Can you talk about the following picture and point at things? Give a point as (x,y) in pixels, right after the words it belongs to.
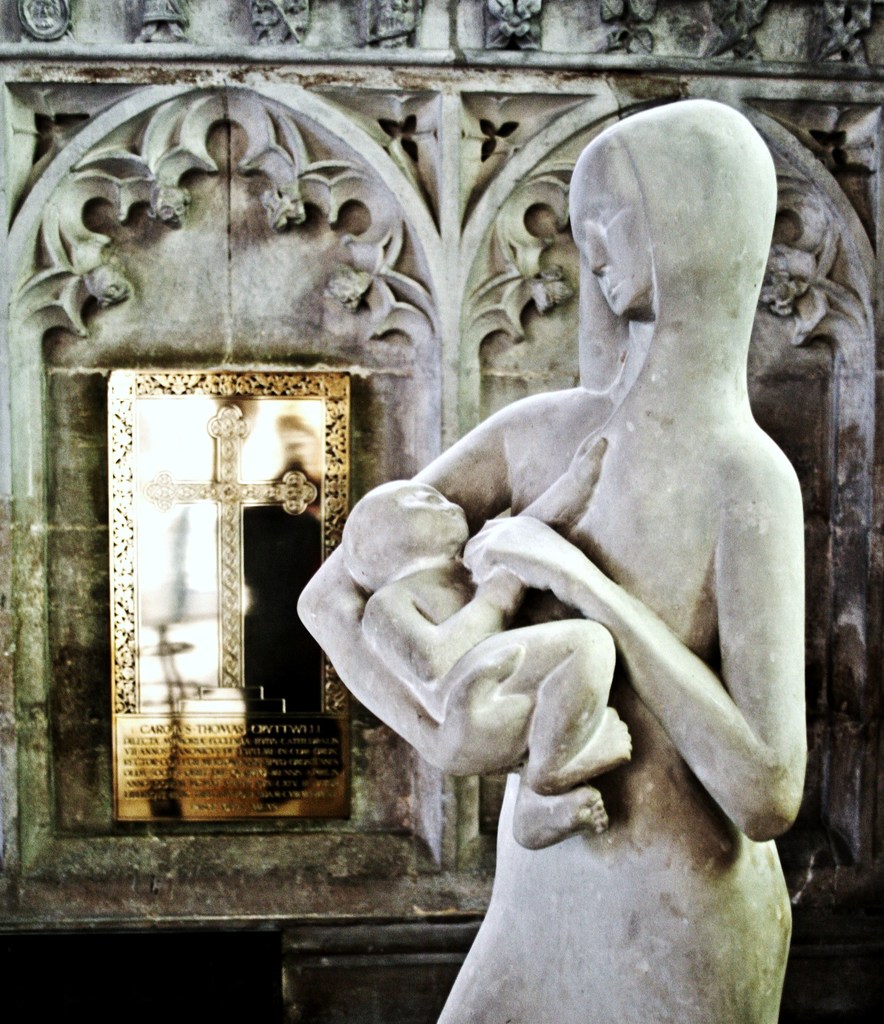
In this image I can see two persons sculpture (557,778), board (246,719) and art (624,50) on a wall (768,73). This image is taken may be during night.
